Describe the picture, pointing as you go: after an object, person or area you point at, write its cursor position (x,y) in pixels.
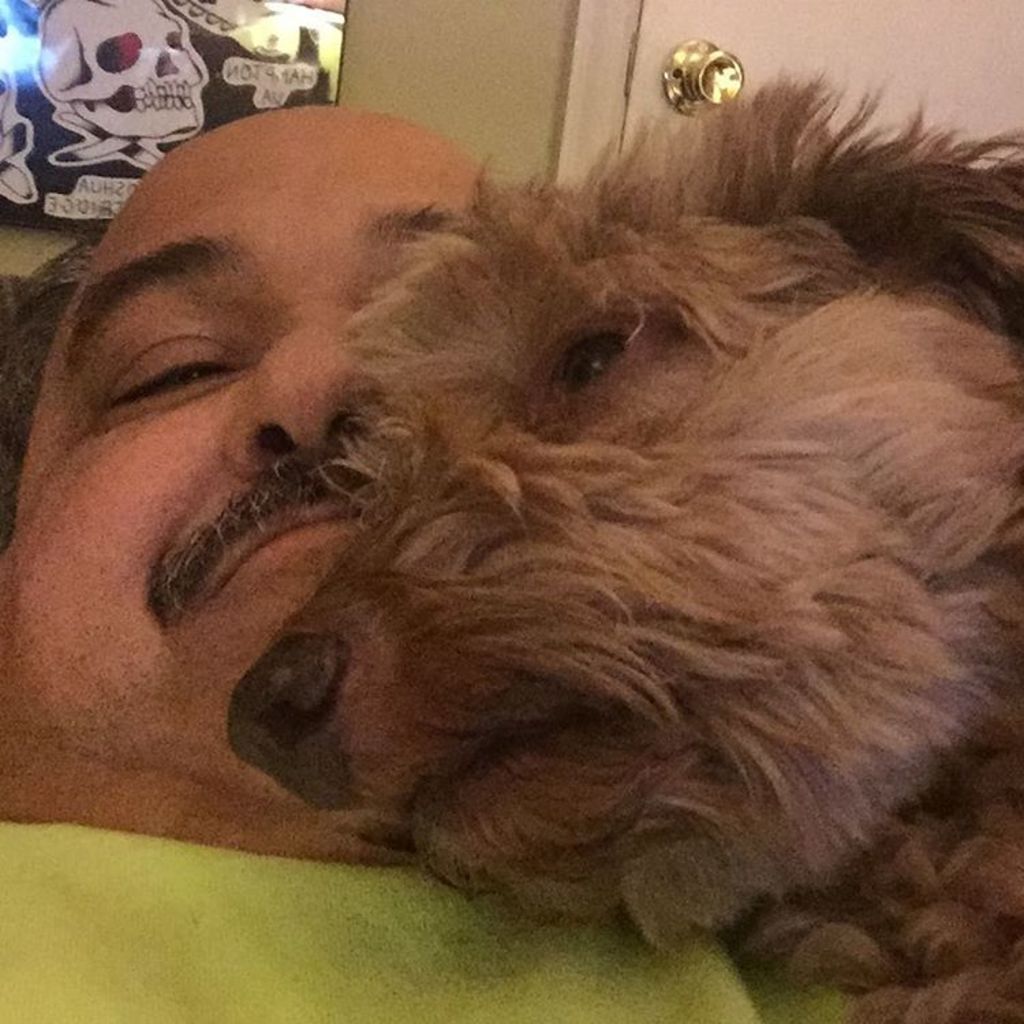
In this picture we can see a man (287,374), dog (691,568), wall painting (66,86) and a door (776,35).
